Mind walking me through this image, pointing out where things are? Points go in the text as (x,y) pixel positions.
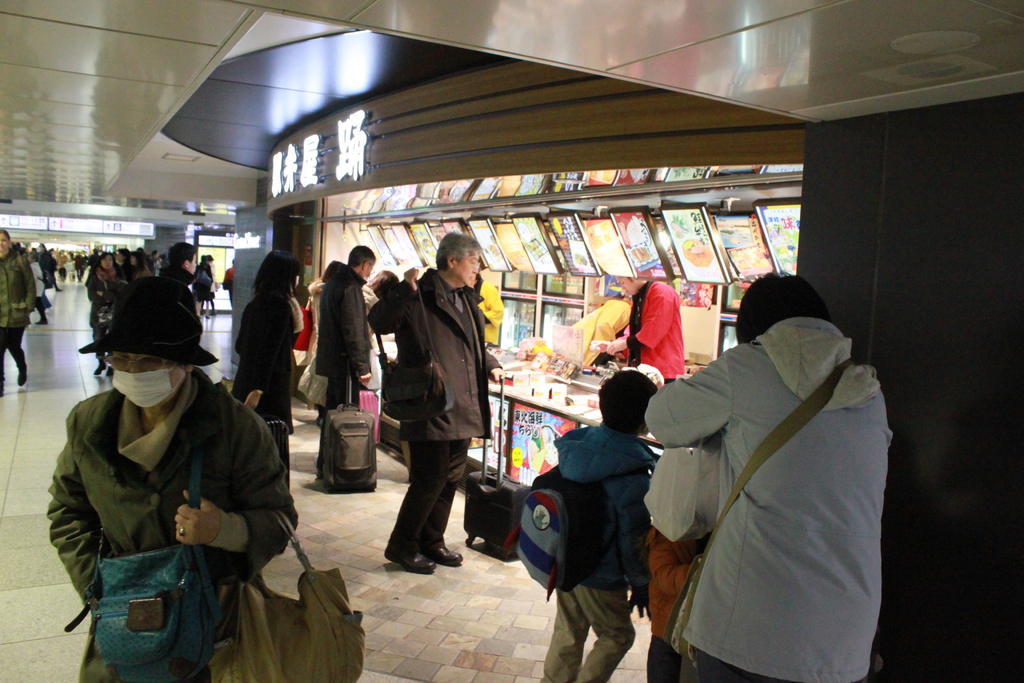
In the center of the image (454,450) there are people (70,443). To the right side of the image (695,323) there are stalls (345,258). At the top of the image (210,123) there is ceiling (127,135). At the bottom of the image (407,652) there is floor (74,651).
